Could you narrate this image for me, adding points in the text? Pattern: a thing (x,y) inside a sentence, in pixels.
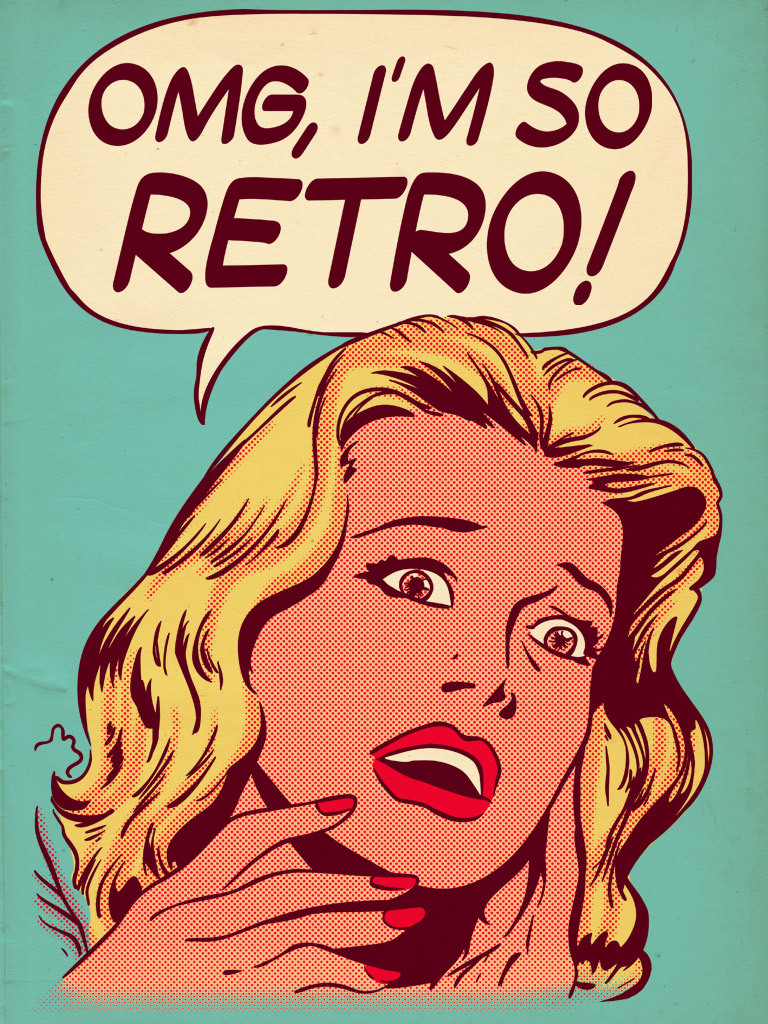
In this image, we can see a poster (296,794). In that poster (369,820), there is a woman (359,739) and some text (515,190) we can see.
